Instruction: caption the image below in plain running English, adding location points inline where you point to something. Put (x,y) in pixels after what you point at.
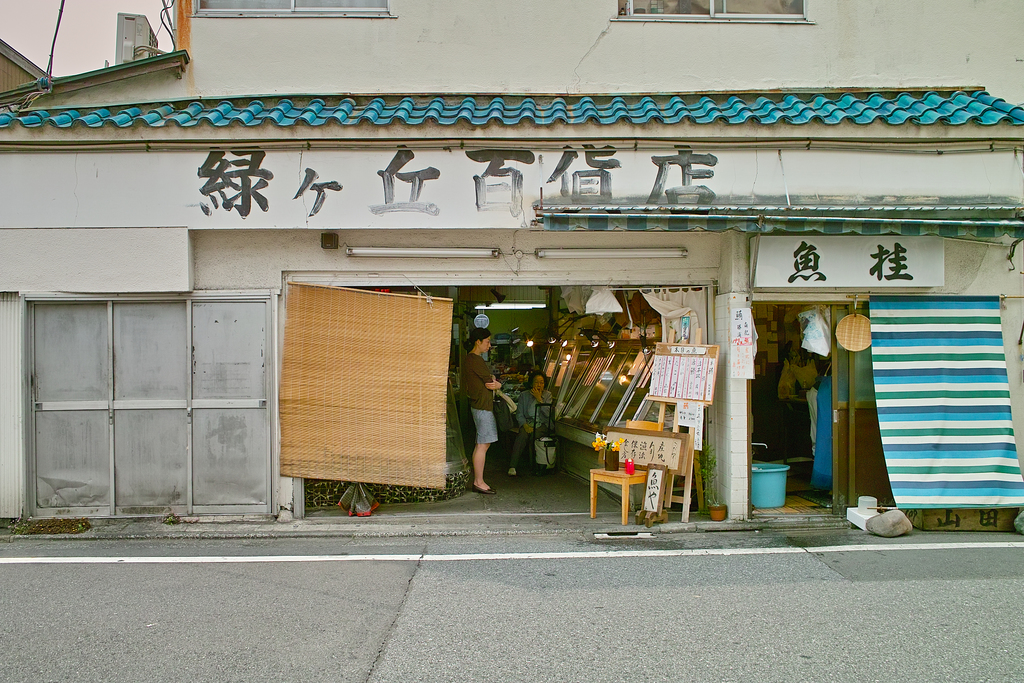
In this image we can see the building (332,136) with shop (312,99). And we can see the table (623,484), wooden frame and few objects (589,405) in the shop (587,391). And there is one person (482,397) standing and one person (532,413) sitting. And there are buckets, stone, cloth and few objects (380,398). In front of the building (850,439) we can see the road (469,604).
